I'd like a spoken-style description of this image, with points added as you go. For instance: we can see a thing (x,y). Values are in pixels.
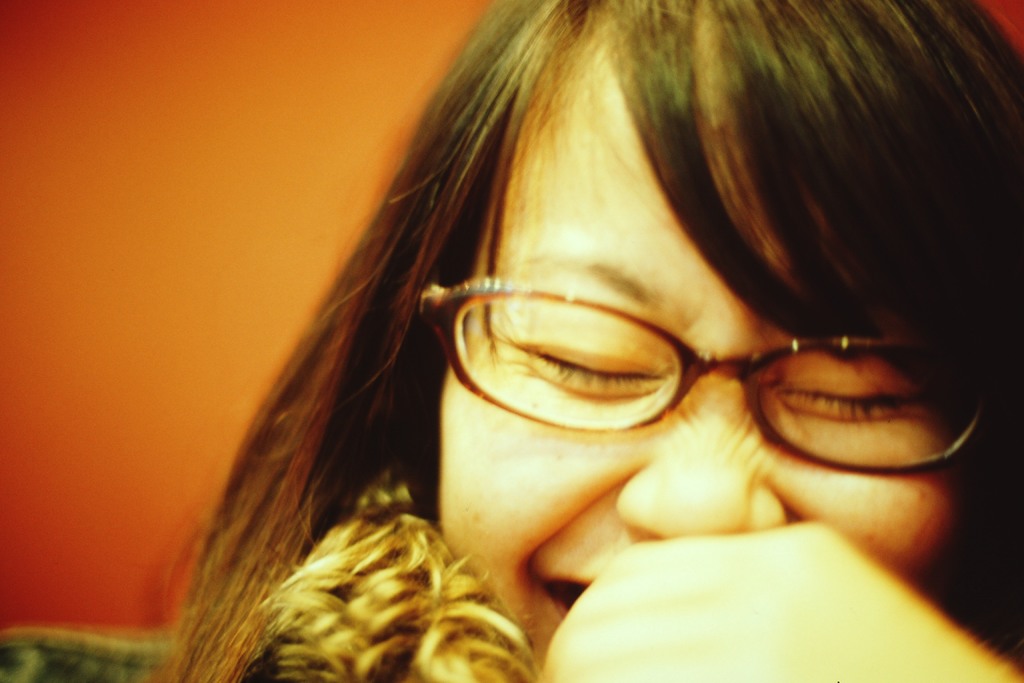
In this image we can see a woman (620,191).
